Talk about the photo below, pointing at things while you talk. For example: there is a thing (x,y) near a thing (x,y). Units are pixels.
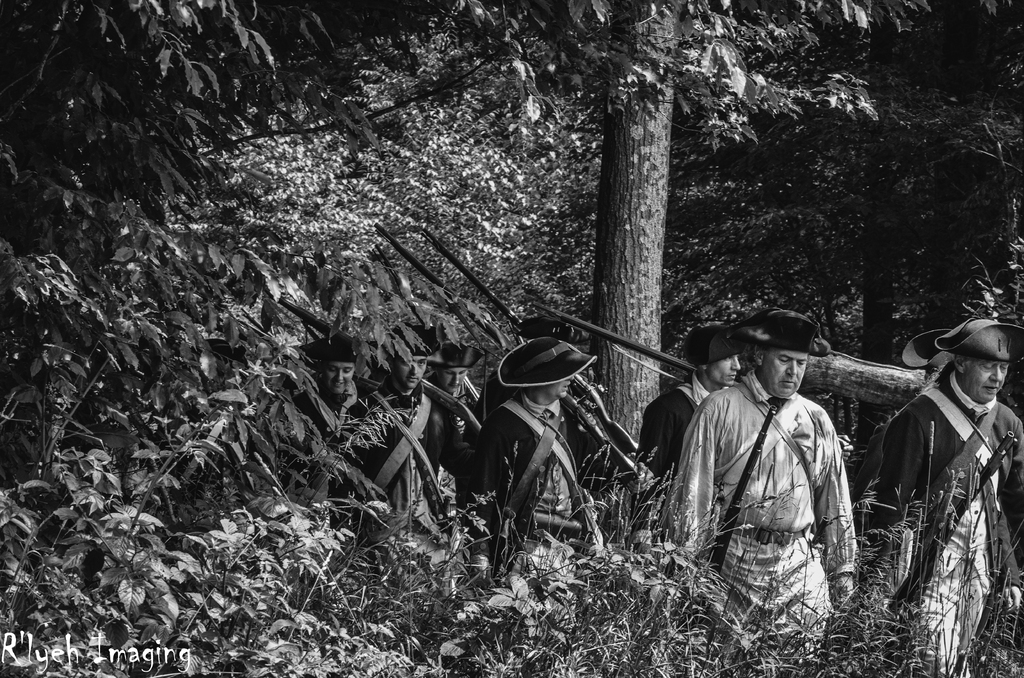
In this image, on the right side (769,545), we can see some people (916,595) walking, we can see some plants (993,635) and trees (327,156).
